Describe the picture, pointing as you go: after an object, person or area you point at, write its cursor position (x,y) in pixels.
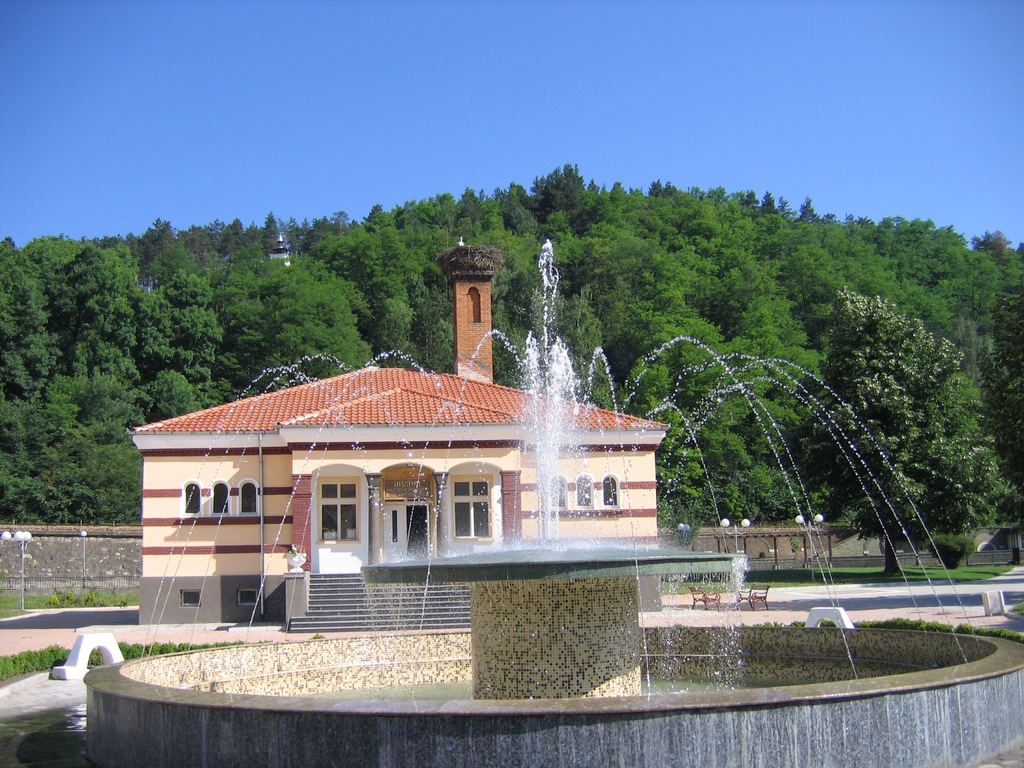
In the foreground of the image (542,593) we can see a fountain (542,593). In the center of the image (645,463) we can see a building (654,453) with windows (344,519), pillars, staircase (361,615). To the right side of the image (705,591) we can see benches (749,601) placed on the ground (825,600), groups of light poles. In the background (944,487), we can see a group of trees (930,487), plants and the sky (549,103).
